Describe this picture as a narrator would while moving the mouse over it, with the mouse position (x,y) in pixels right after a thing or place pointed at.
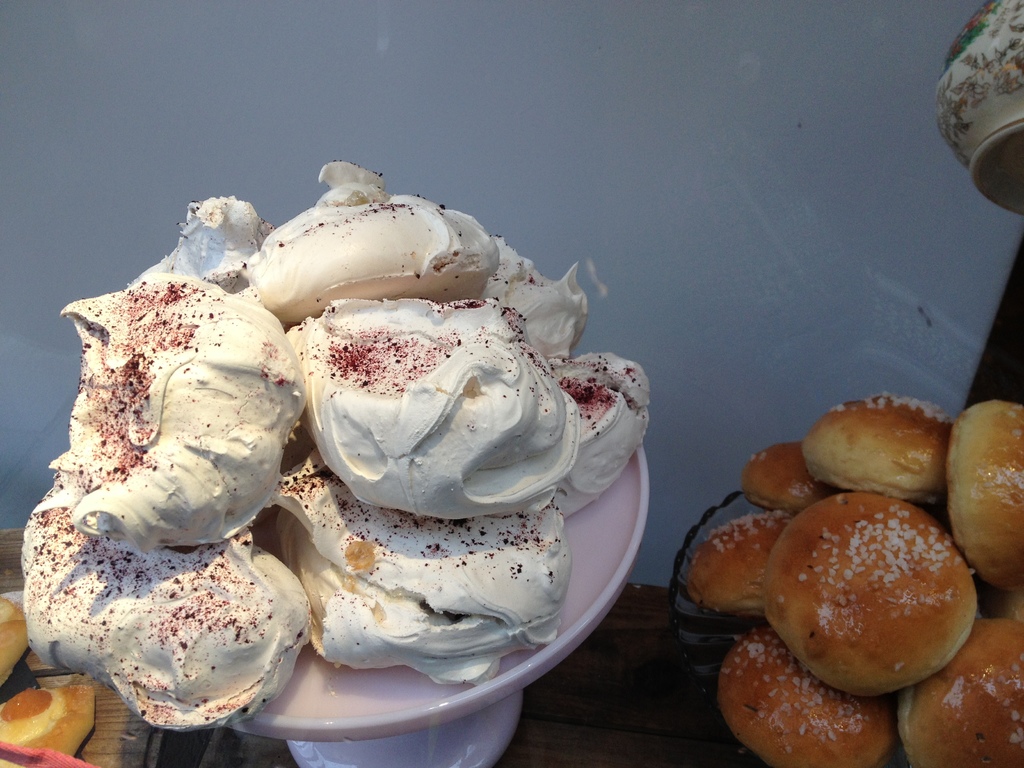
In this picture we can see meringues (360,507) on the cake stand (327,718). Beside there are some small buns (984,525). Behind there is a wall (352,111).
